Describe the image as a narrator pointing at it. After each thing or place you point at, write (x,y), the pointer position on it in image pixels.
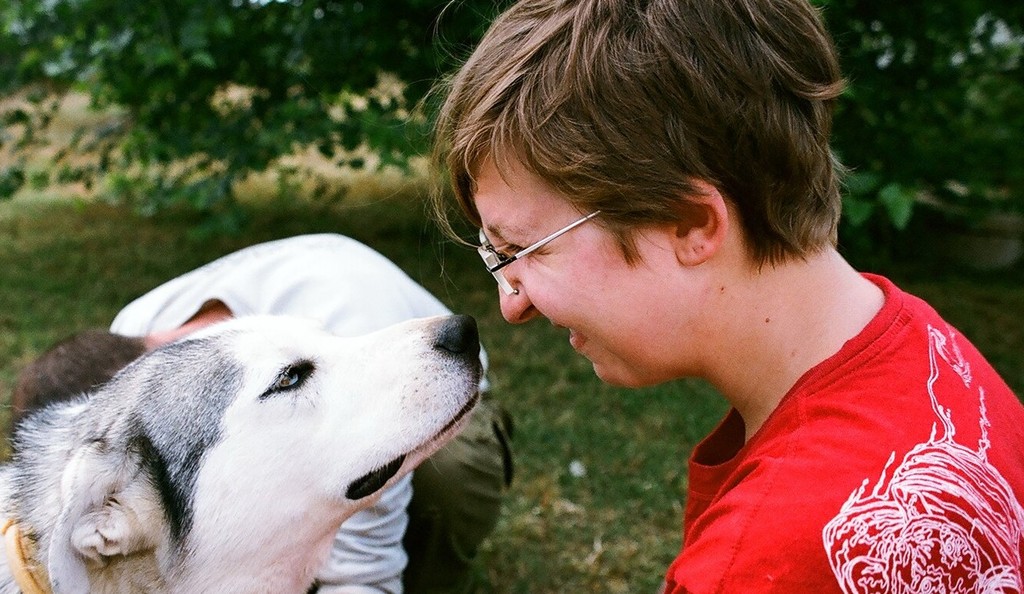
In this image, there are a few people (693,593). We can also see an animal (220,445). We can see the ground (127,301) covered with grass (342,195). There are a few trees (394,115).
